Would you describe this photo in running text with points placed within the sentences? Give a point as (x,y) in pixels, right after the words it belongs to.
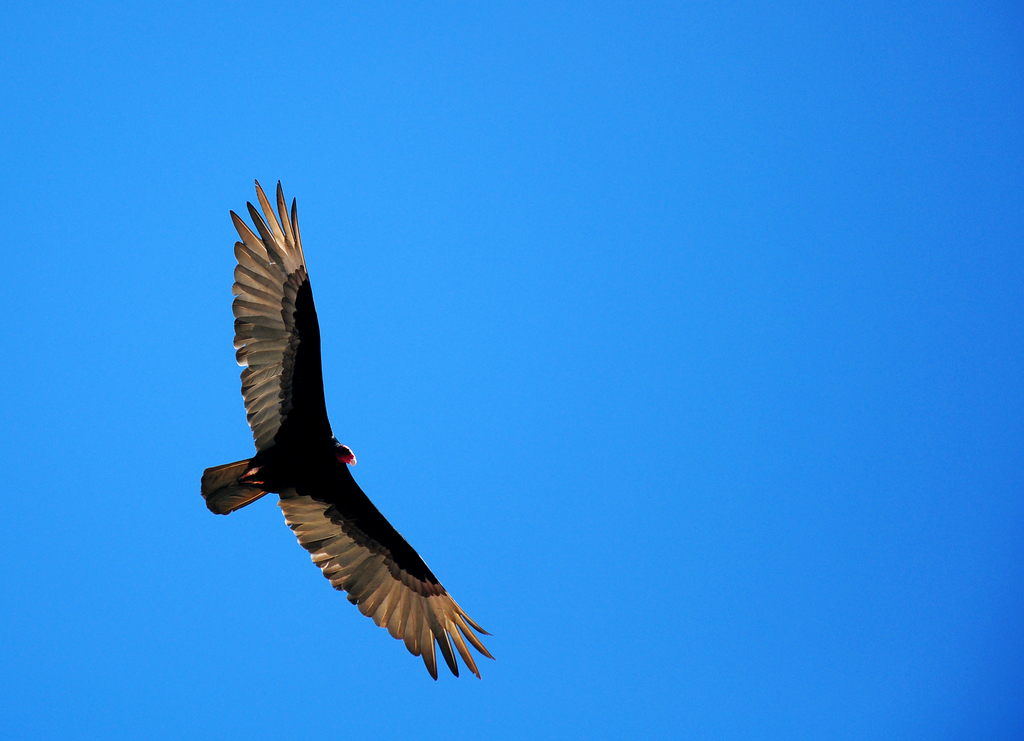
In the image we can see a bird (281,216) is flying. Behind the bird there is sky (190,202).
